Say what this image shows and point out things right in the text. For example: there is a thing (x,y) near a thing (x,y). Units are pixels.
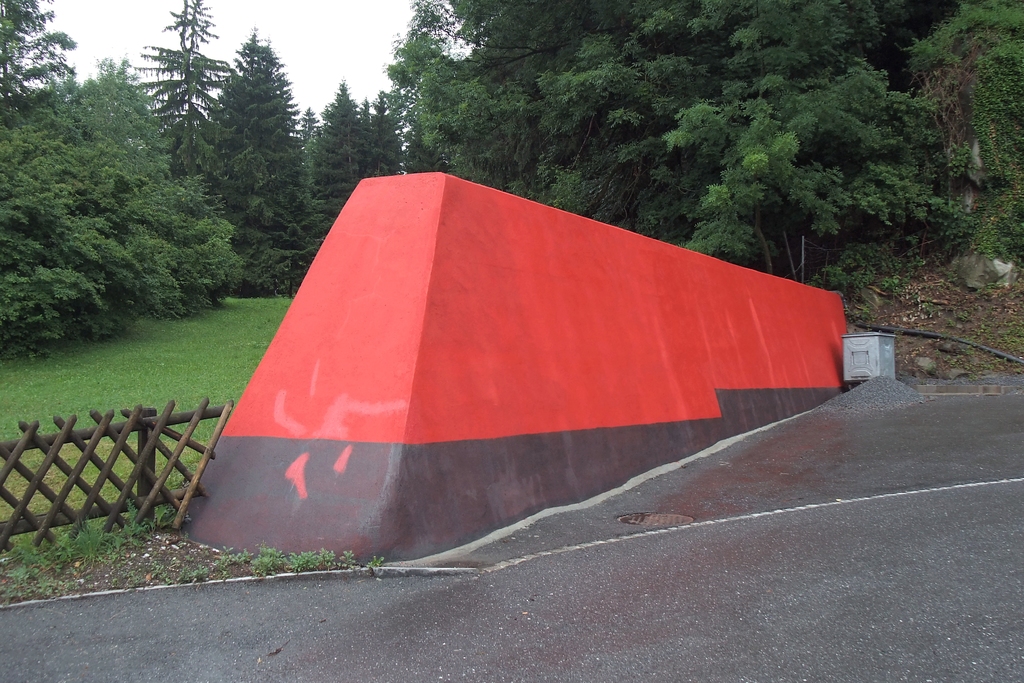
This image is taken outdoors. At the bottom of the image (290,645) there is a ground (635,641). At the top of the image (308,31) there is the sky (231,25). In the background (164,136) there are many trees (230,164) with leaves (253,178), stems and branches (245,116). There is a ground (221,340) with grass (163,367) on it. On the left side of the image (130,479) there is a wooden fence (108,477). In the middle of the image (566,408) there is a wall (504,368).
